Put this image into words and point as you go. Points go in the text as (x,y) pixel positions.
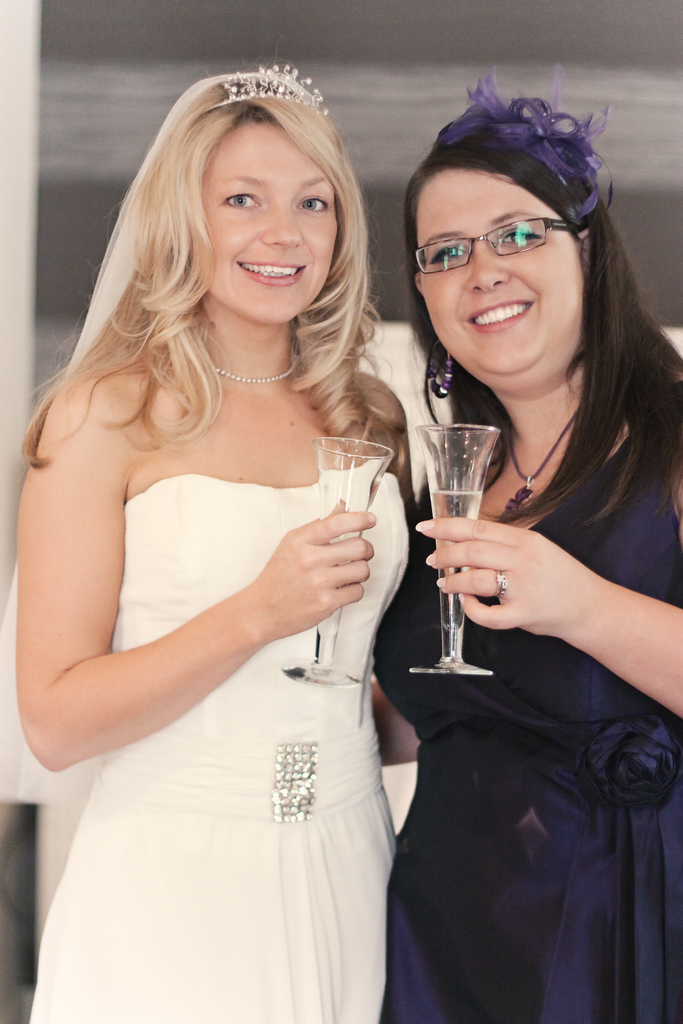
In this image there are 2 women (505,351) standing and smiling by holding a glass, in the background (621,62) there is a wall (188,42).
